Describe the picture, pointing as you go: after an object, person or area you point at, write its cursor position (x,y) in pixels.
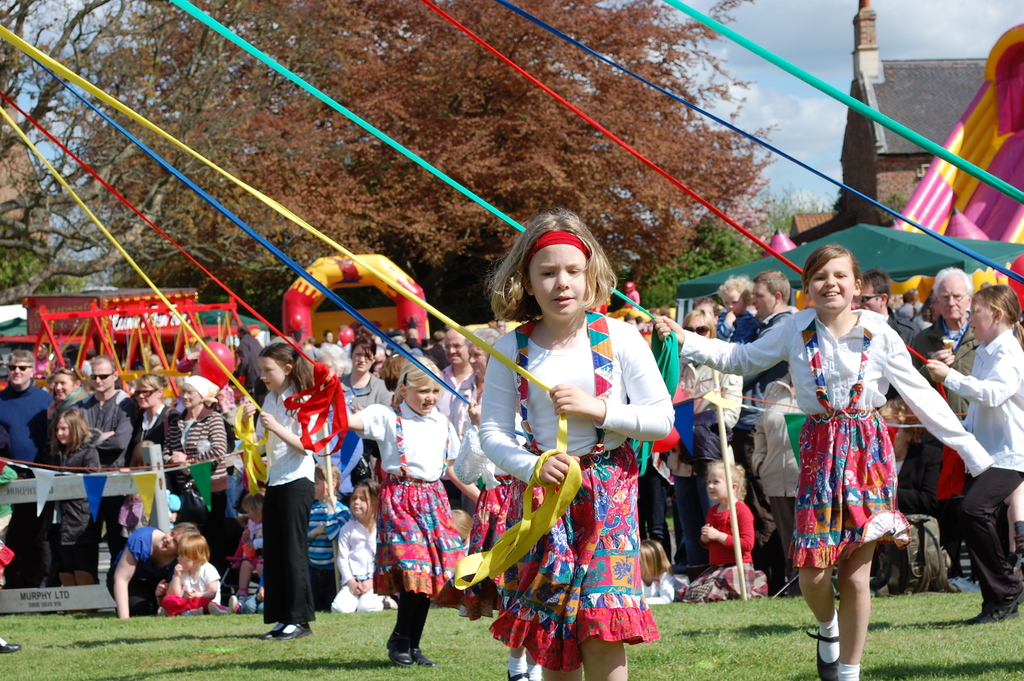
In this image there are a few people (106,460) standing, in front of them, there are a few children's (608,441) holding few different colors of clothes (689,106) in their hands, a few children's (743,554) are sitting on the surface of the grass (262,623), behind them there are a few objects (118,318) like a slide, swing (170,338) and a few inflatable structures (399,273). In the background (694,135) there is a building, trees (650,148) and the sky (789,80).
